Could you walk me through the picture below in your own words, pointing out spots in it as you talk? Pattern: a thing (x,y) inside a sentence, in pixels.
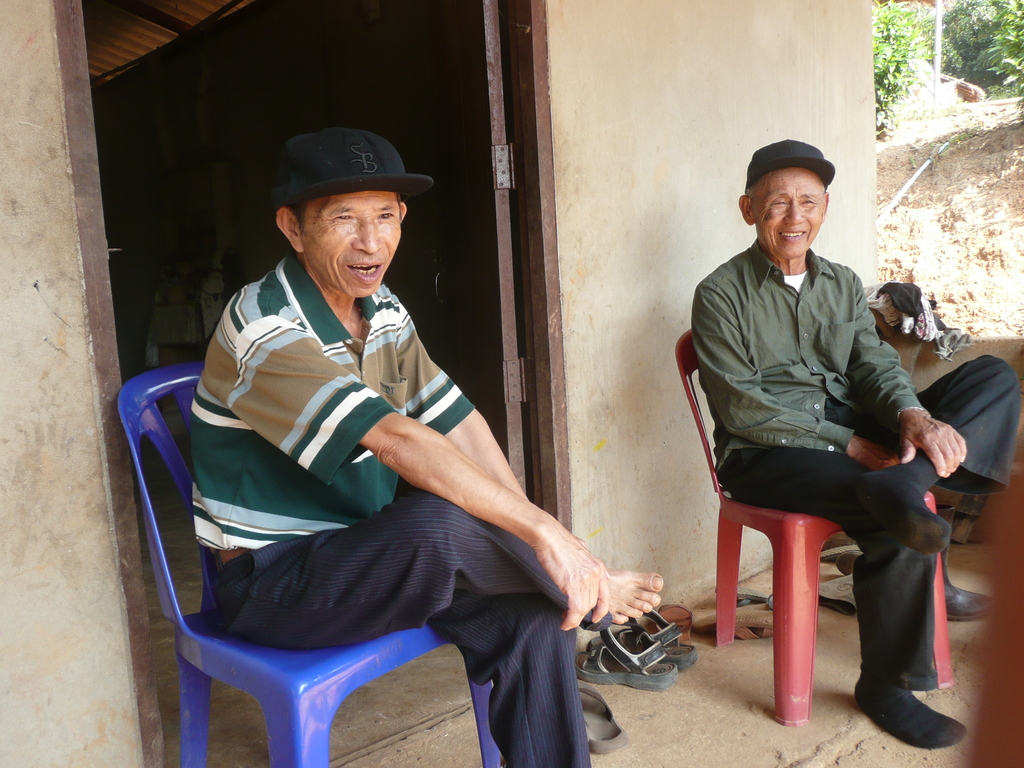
In this picture there are two men (321,234) they are sitting at the left (310,626) and right side of the image (952,383), there is a door (454,215) at the left side of the image (129,322) behind the man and there are some trees (959,13) at the right side of the image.
